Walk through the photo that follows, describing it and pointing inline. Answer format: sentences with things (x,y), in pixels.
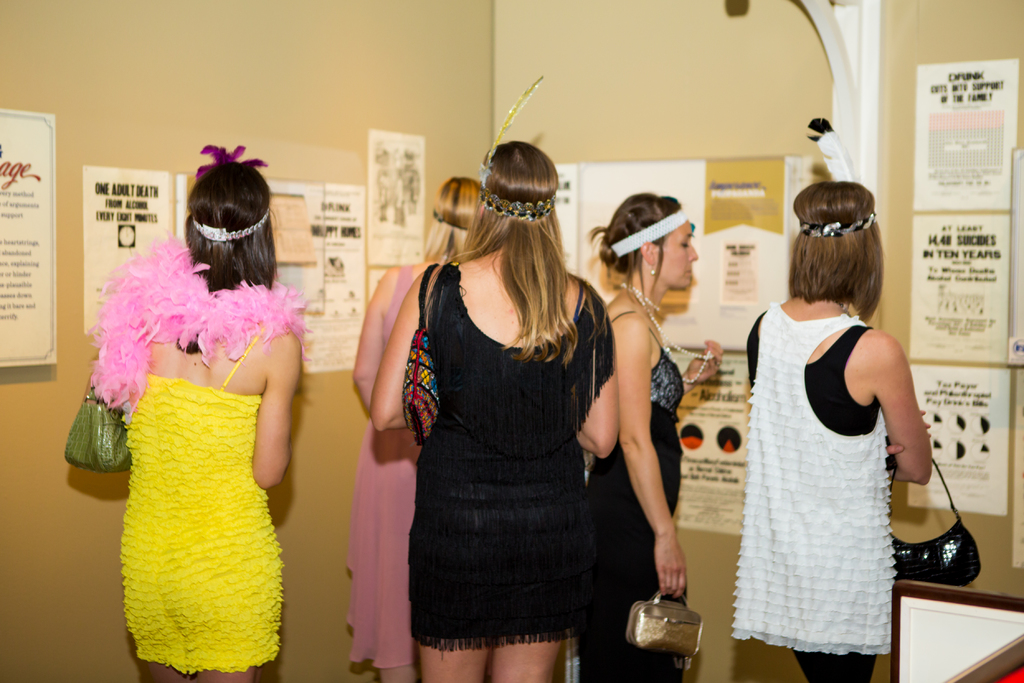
In this image I can see the group of people (496,453) with different color dresses (458,353). I can see four people (530,545) are holding the bags (644,641). In-front of these people (486,477) I can see many boards (382,160) to the cream color wall (441,87).
